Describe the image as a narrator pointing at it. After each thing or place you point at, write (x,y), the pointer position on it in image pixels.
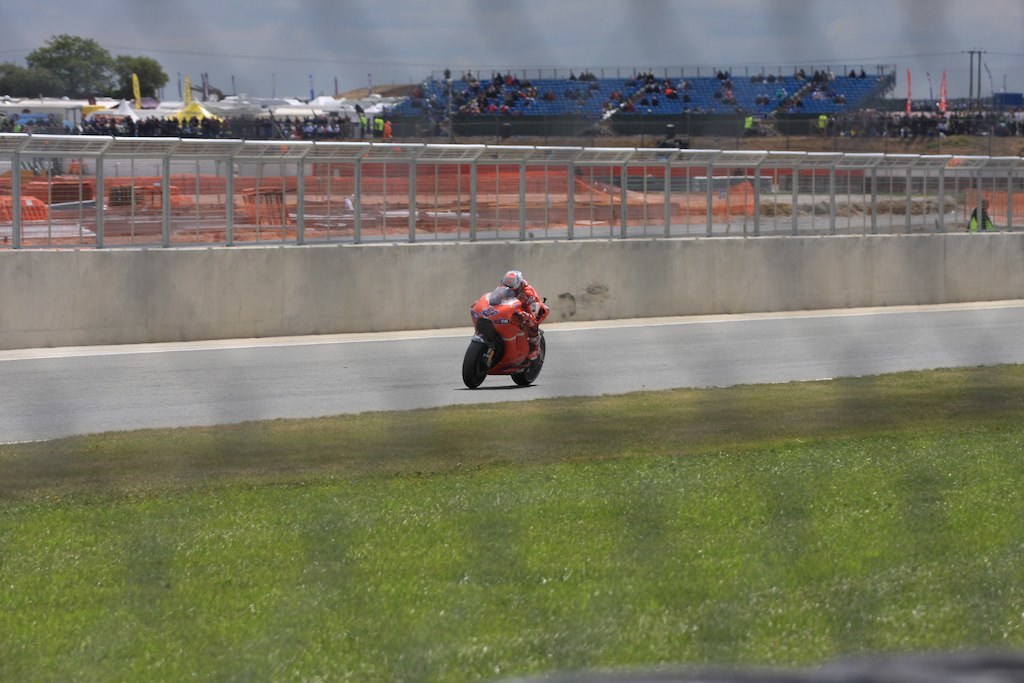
In the picture I can see a person (528,315) is sitting on the motorbike (501,353) which is moving on the road (904,344), here I can see the grass (589,424), I can see the fence (435,171), I can see tents (173,102), people (826,116) standing here and sitting in the stadium (694,98), I can see current poles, wires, trees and the cloudy sky (325,16) in the background (382,12).
